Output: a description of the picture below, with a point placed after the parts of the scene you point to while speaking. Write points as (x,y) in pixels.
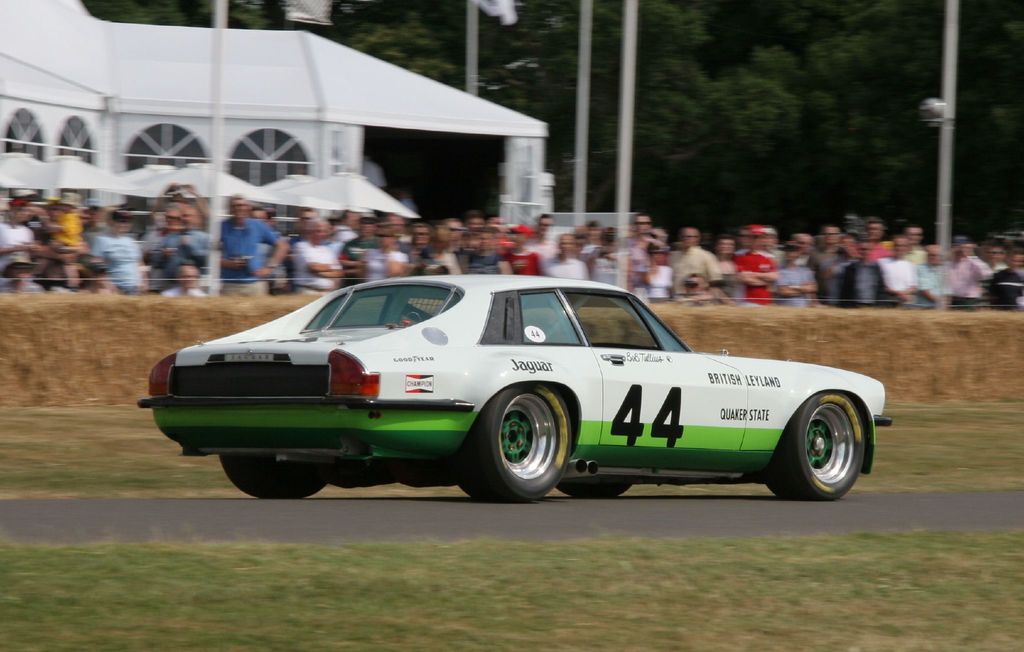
In this image I can see a racing car (394,402) on the road (107,531) on the ground (589,559). I can see some people (1000,263) standing and watching the car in the center of the image (661,255) I can see a building (182,139) behind the people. I can see some poles (219,27). I can see trees (690,47) on the top right corner (731,43). The background (678,43) is blurred.
